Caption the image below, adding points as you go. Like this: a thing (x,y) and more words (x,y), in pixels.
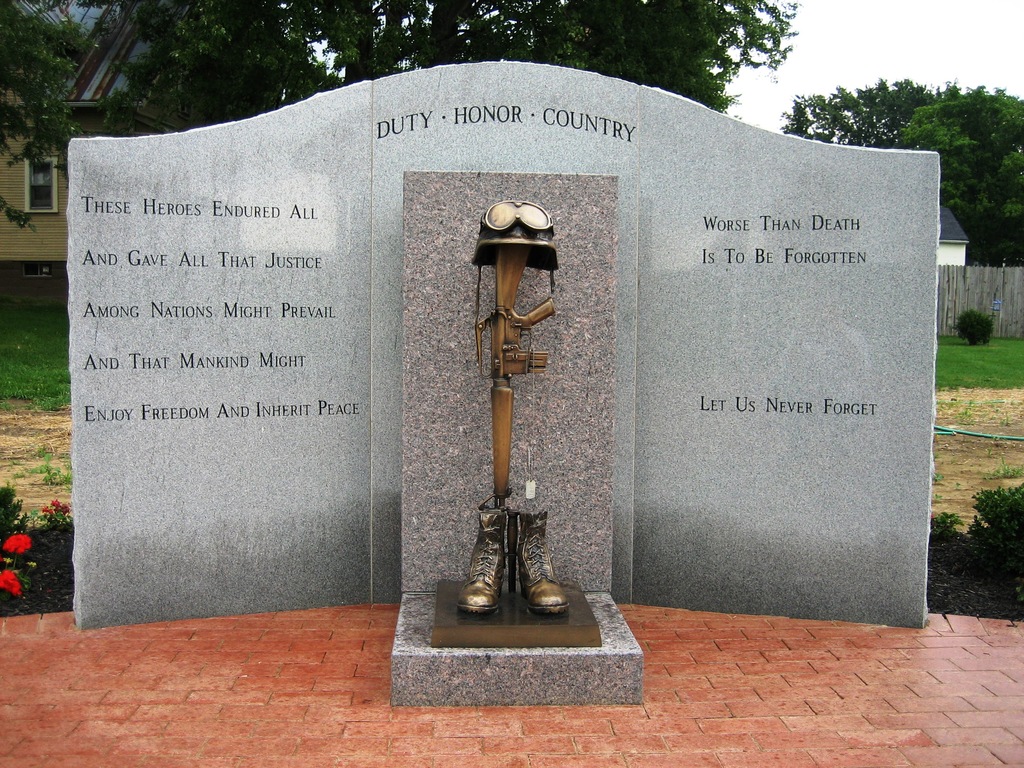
In this image we can see a wall (847,319) with text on it and sculptures (512,374) placed in front of the wall (379,461). In the background (416,57) there are buildings (103,131), trees (987,128), ground (990,404), shrubs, flowers (29,543) and sky (769,96).
